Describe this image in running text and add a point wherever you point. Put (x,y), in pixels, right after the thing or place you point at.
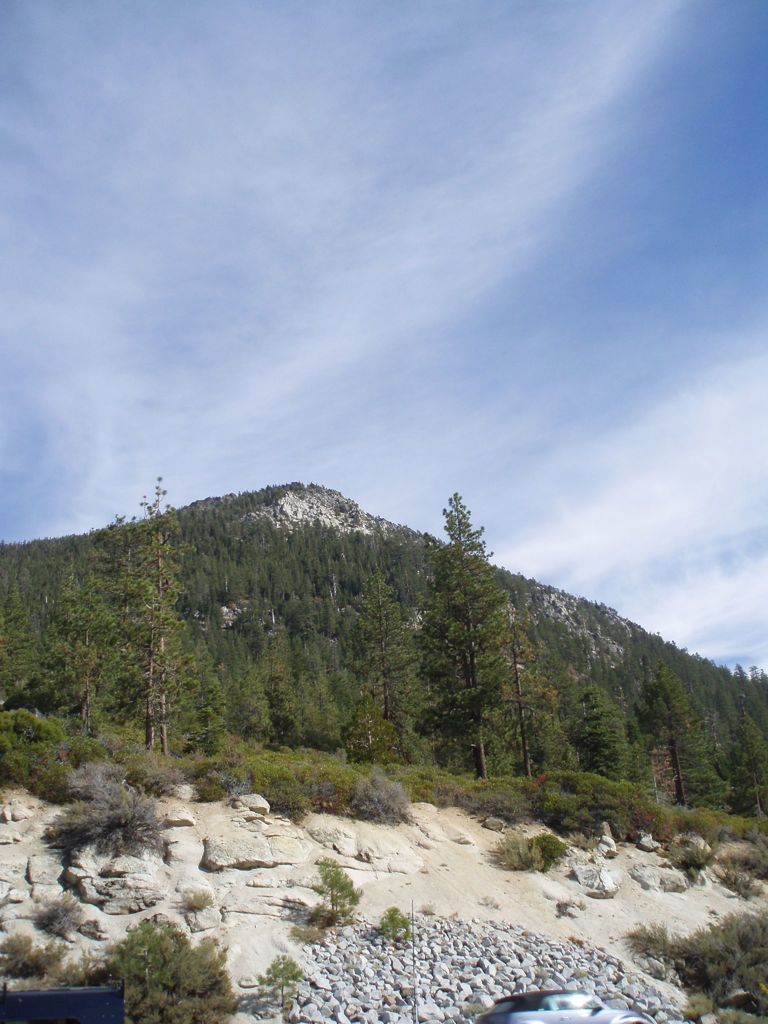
In the center of the image (475,645) we can see the sky (330,197), clouds (358,300), trees (537,649), plants (593,821), stones (543,939), one vehicle (579,1017), hill (609,690) and one black color object (81,995).
